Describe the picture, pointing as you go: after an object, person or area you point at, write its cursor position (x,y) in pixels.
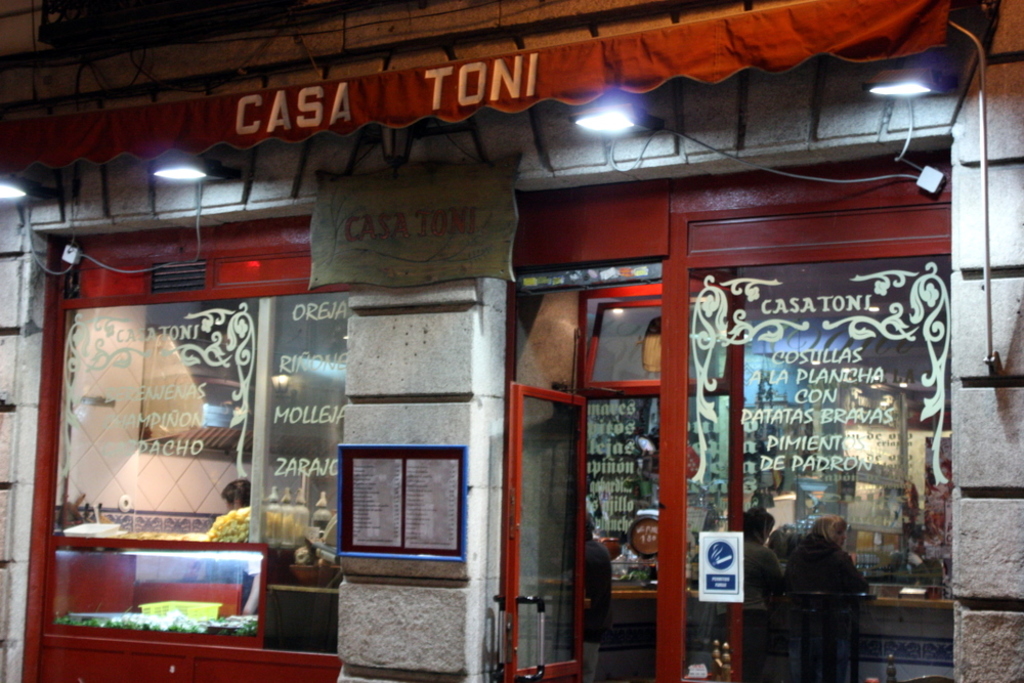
In this image we can see the shop (461,424), we can see the glass doors (889,437) and some written text (779,440) on it, near that we can see the menu board (426,498), after that we can see lights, beside that we can see curtains (676,63) and some text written on it, we can see the concrete wall (411,58). And few people (824,523) are sitting on the chairs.
